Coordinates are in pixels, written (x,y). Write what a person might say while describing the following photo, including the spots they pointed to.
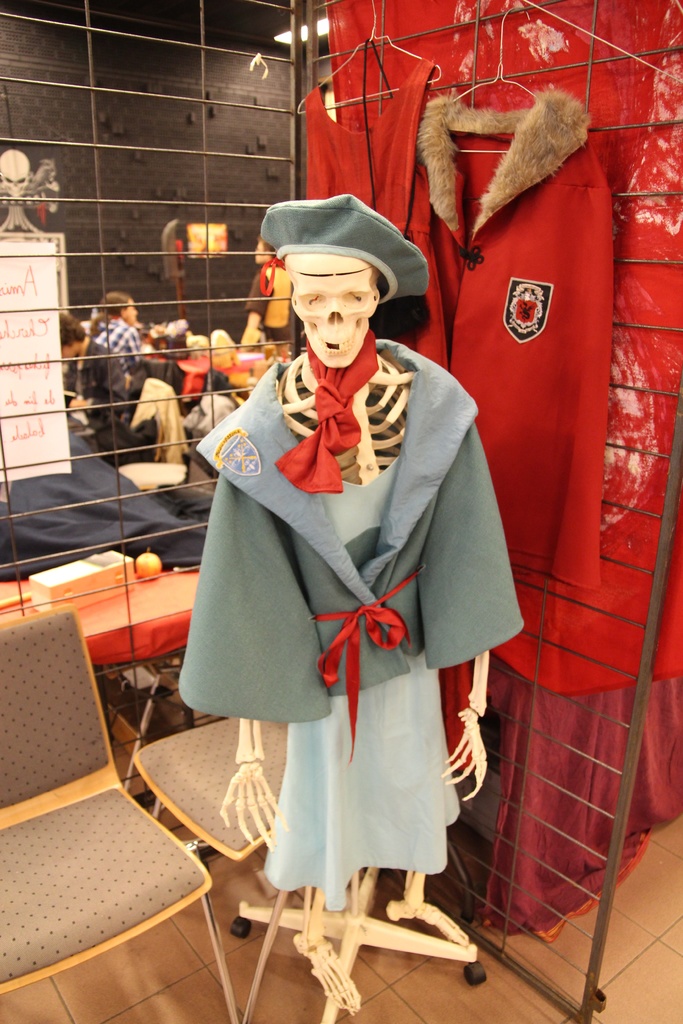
In this picture, there is a skeleton (246,733) in the center (433,632). On the skeleton (334,301), there is a coat (433,619) and a hat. Behind it, there are two chairs (218,763) and a grill (632,448). Behind the grill (675,515), there is a cloth (453,22). In the background (237,289), there are people (69,396) and a wall (157,244).
